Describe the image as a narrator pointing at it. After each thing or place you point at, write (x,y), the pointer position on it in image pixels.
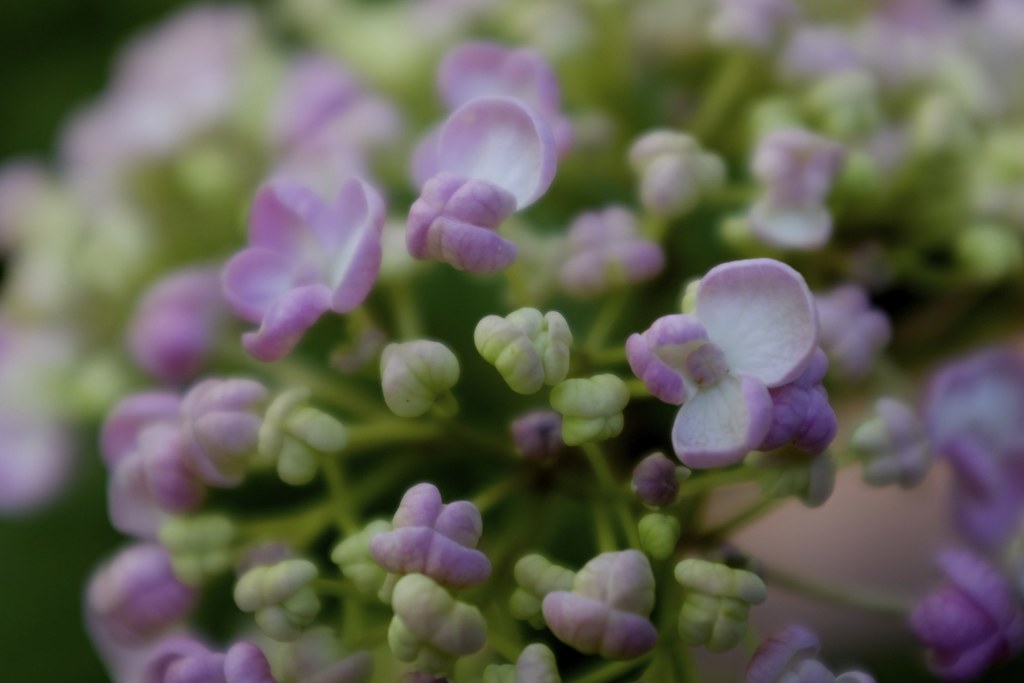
Here we can see flowers (233,274) and buds (515,427). Background (61,170) it is blur.
